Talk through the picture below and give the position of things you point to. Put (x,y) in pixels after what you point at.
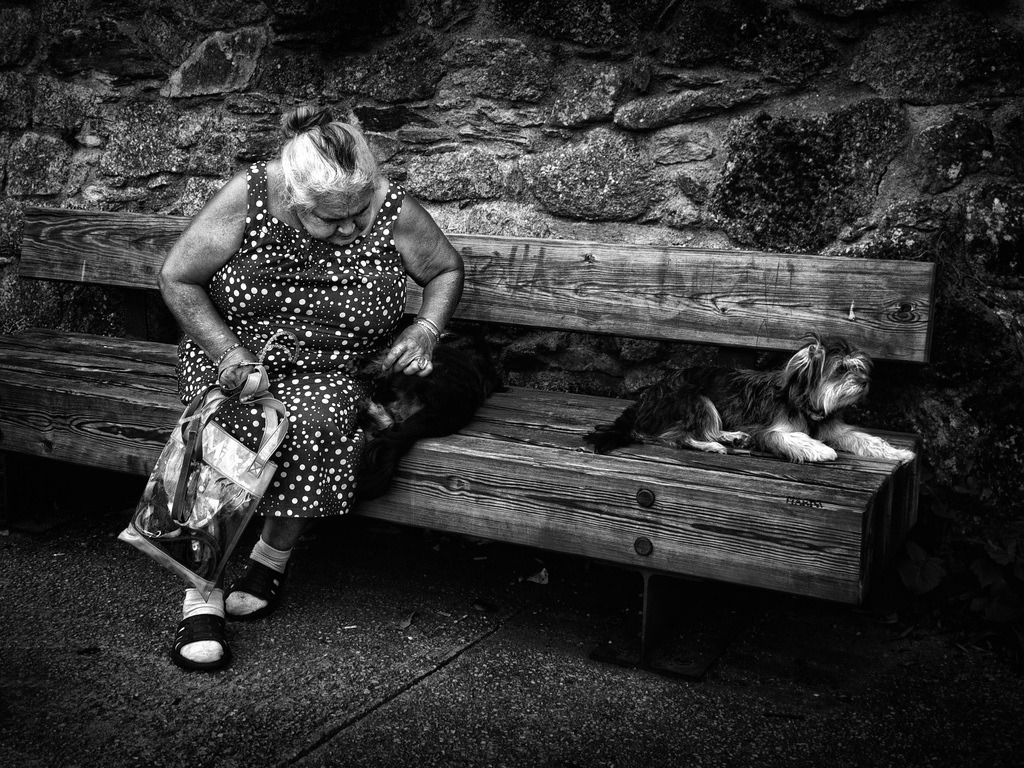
A lady (328,309) in dot dress (340,300) holding a bag (193,449) and a dog (432,400) and sitting on the bench (575,469). There is a dog (698,375) sitting on the bench (642,446). Behind her there is a rock wall (381,138).
